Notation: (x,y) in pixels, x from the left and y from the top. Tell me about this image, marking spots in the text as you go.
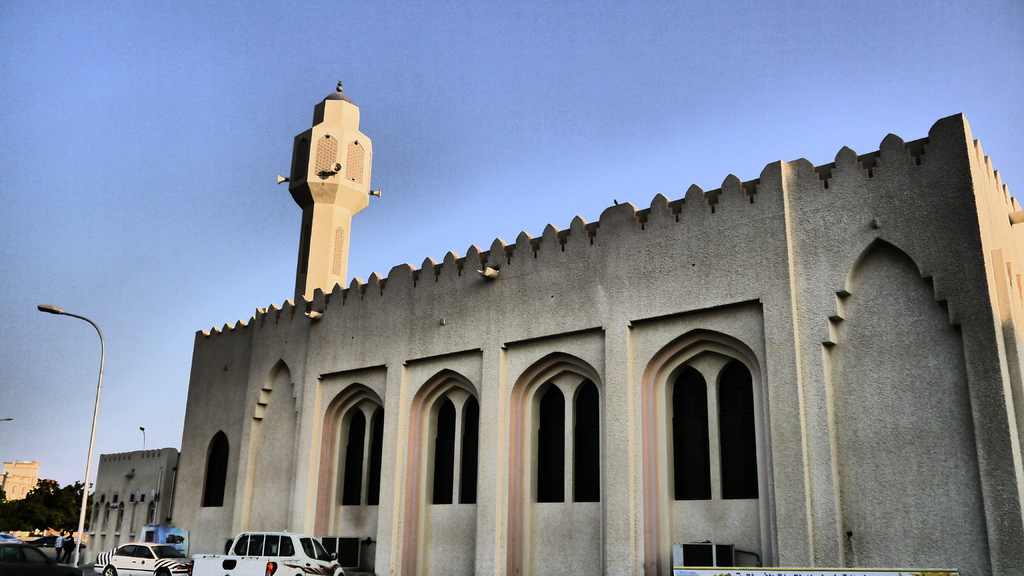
This is an outside view. In this image I can see a building (484,395). On the left side (199,572) there are few light poles (81,560), vehicles (122,561) on the road (92,566), trees (71,515) and buildings (99,490) and also I can see two persons (68,545) walking on the footpath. At the top of the image (610,81) I can see the sky (633,96).
